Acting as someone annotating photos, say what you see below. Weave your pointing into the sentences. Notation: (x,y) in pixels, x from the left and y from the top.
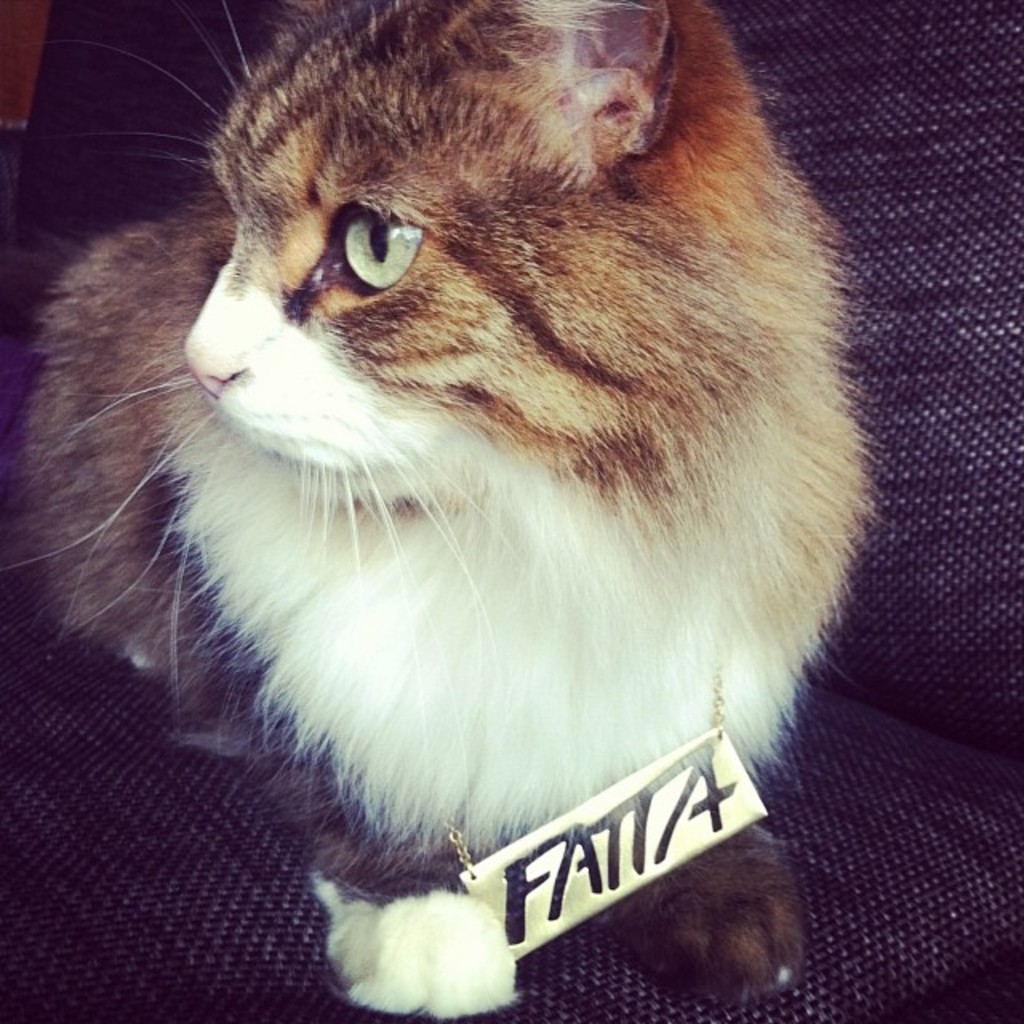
In the foreground of this picture (630,531), there is a cat (558,190) sitting on a chair (901,496) with a locket (721,705) named " FATTA" in its neck (703,697).
